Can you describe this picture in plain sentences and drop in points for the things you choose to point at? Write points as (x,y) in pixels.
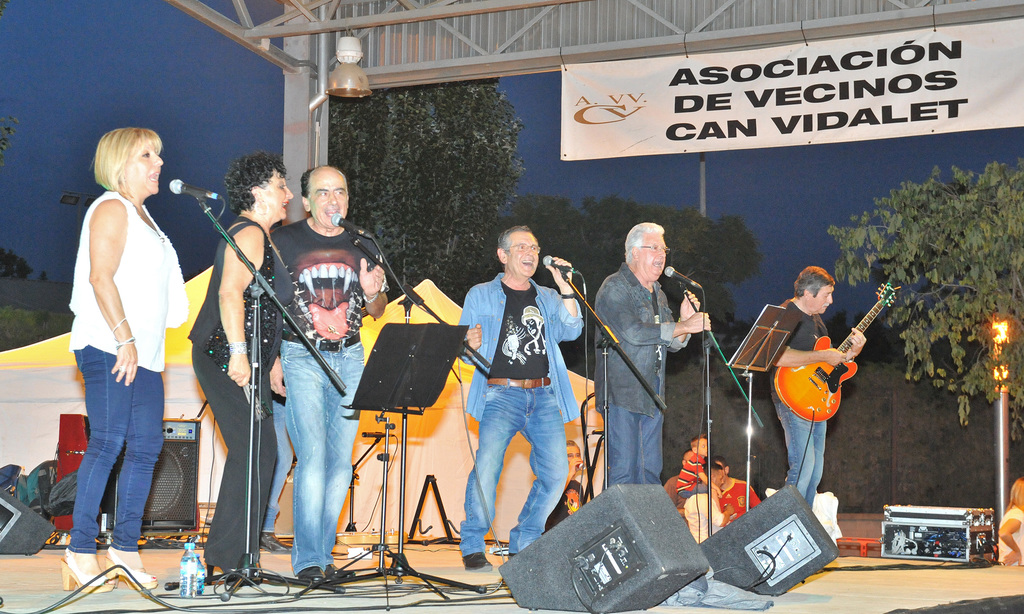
In this image we have group of people (341,433) who are standing on a stage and singing in front of a microphone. The person (803,323) on the right side (792,370) is playing a guitar (827,391). Here we have a board (702,87) on the top of the image (854,86) and a tree (945,266) and speakers (688,550) on the stage (134,610).
